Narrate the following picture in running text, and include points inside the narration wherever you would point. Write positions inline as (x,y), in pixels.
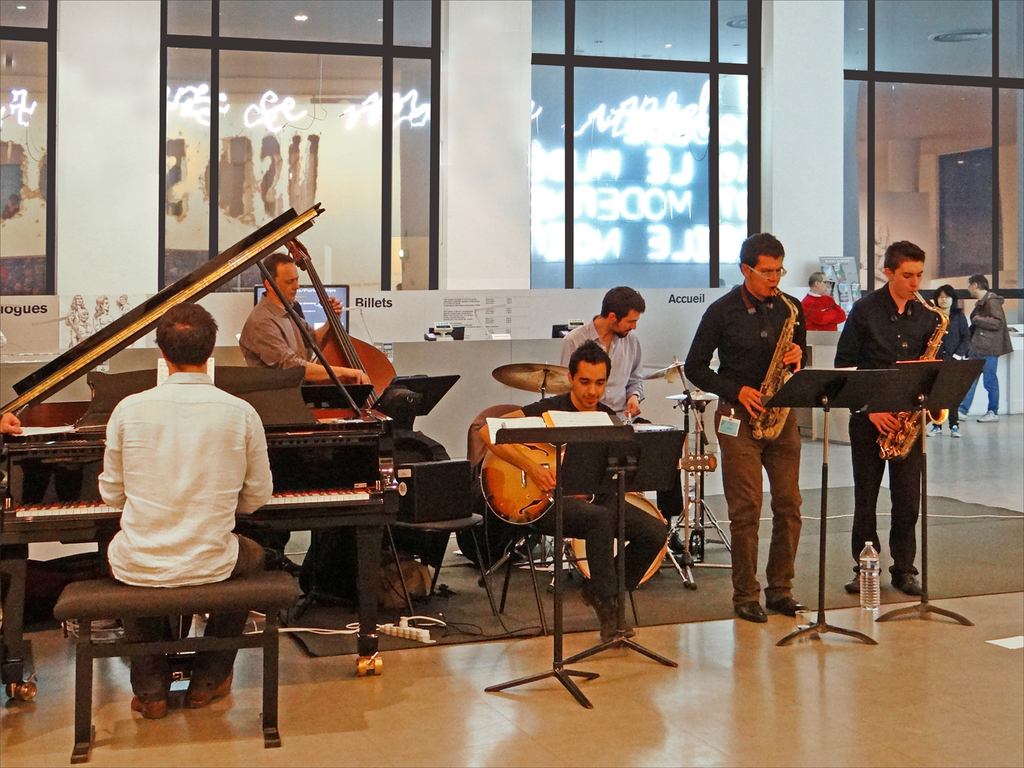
In this picture there are a group of people (617,348) playing musical instruments (12,547) in which on the right side (741,285) we have two saxophone players (751,526), on to the center (588,381) we have a guitar player (599,406) and there is a piano player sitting on the left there is a drum set player (633,365) behind them and is also double bass (337,327) and player (296,326).
